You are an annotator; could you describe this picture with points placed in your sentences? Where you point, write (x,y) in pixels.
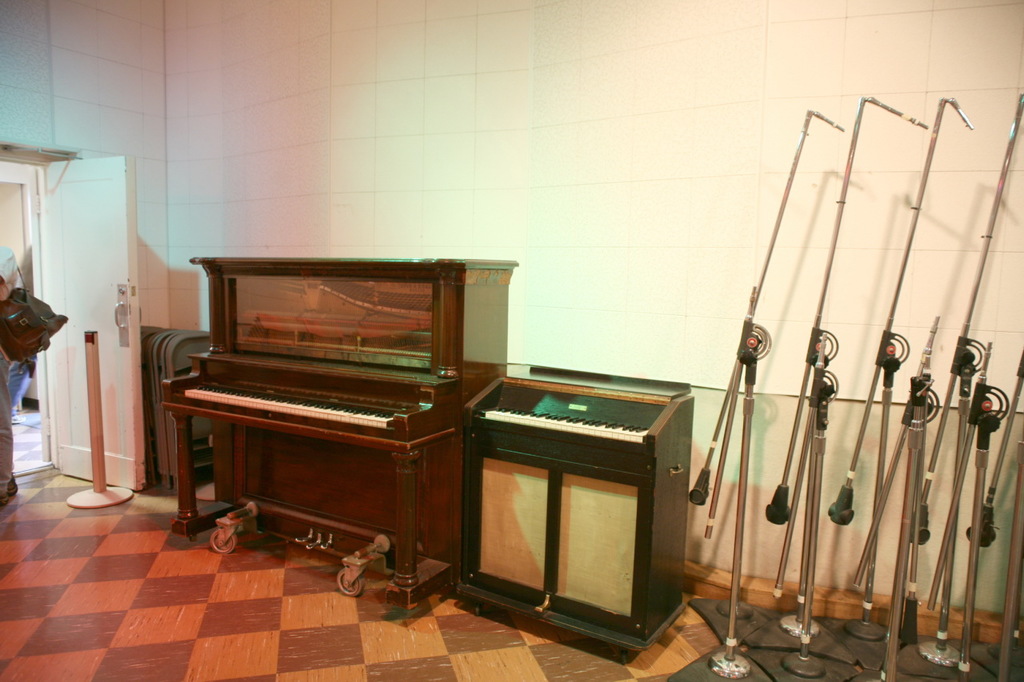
In this room (360,122) there are few musical instruments (472,307), few stands (924,168). The background (237,122) is a white wall (222,166). And in the left side (133,199) there is a door (95,275), a person (22,360) is standing near the door (63,432). Behind the door (108,343) there are few chairs (152,353).
